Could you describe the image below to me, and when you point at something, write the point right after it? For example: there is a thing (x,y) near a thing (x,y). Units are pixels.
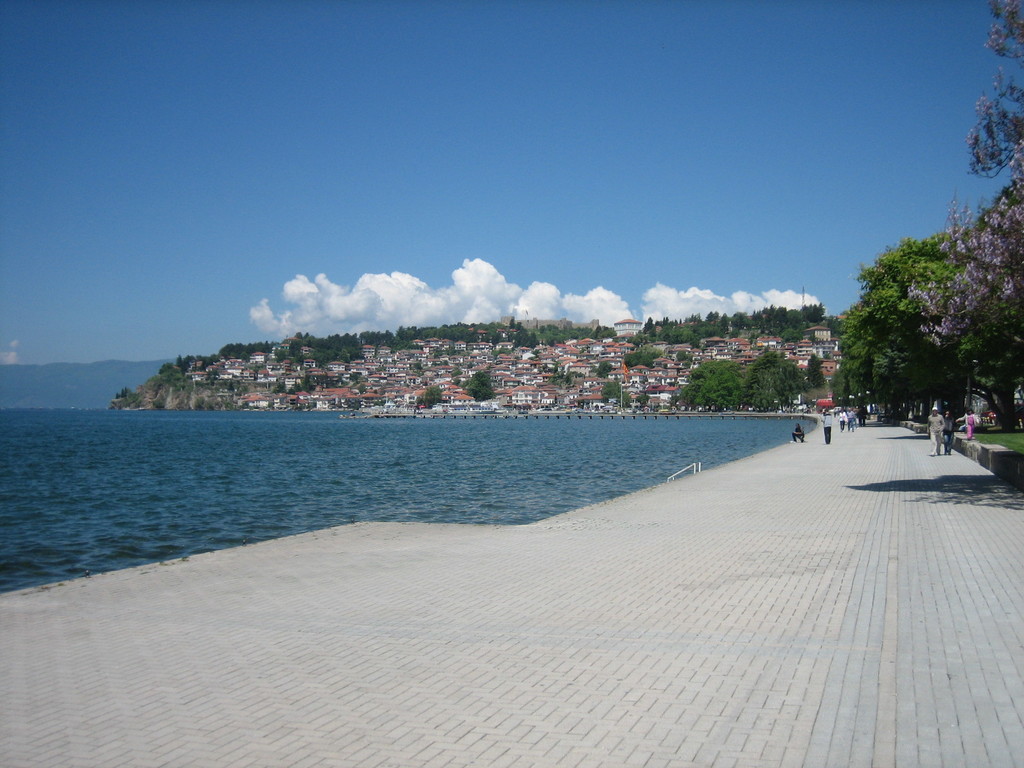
In this image there are group of people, water (474,471), trees (801,375), houses (352,389), hills (232,372), and in the background (406,288) there is sky (297,143).
